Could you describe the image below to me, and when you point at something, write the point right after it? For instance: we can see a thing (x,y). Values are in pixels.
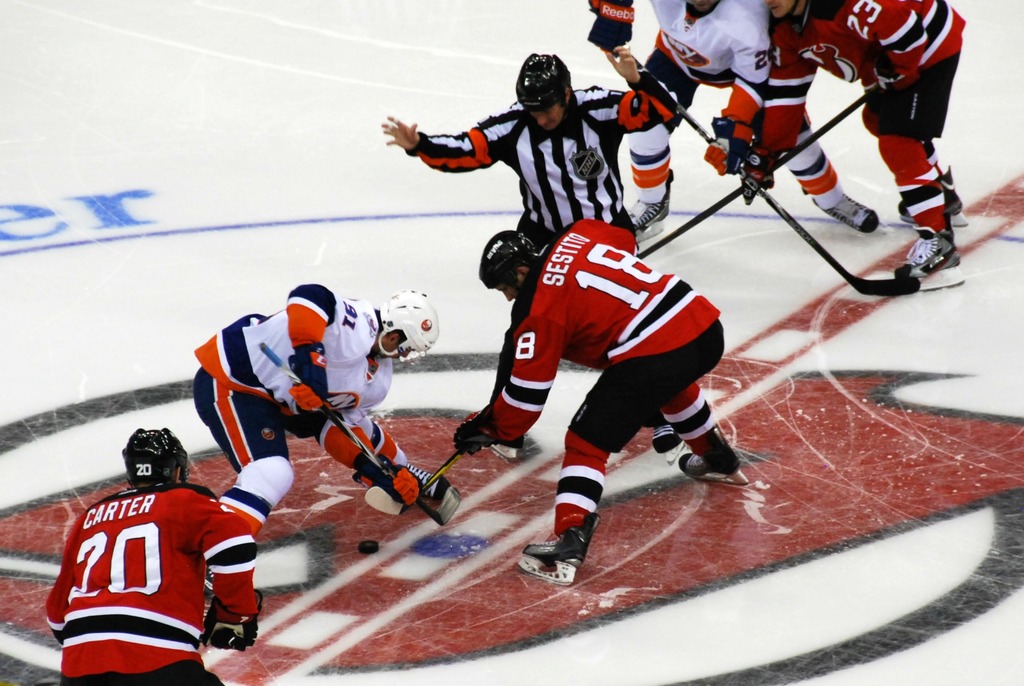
In this picture we can see a group of people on the ground (825,507) and they are holding sticks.
